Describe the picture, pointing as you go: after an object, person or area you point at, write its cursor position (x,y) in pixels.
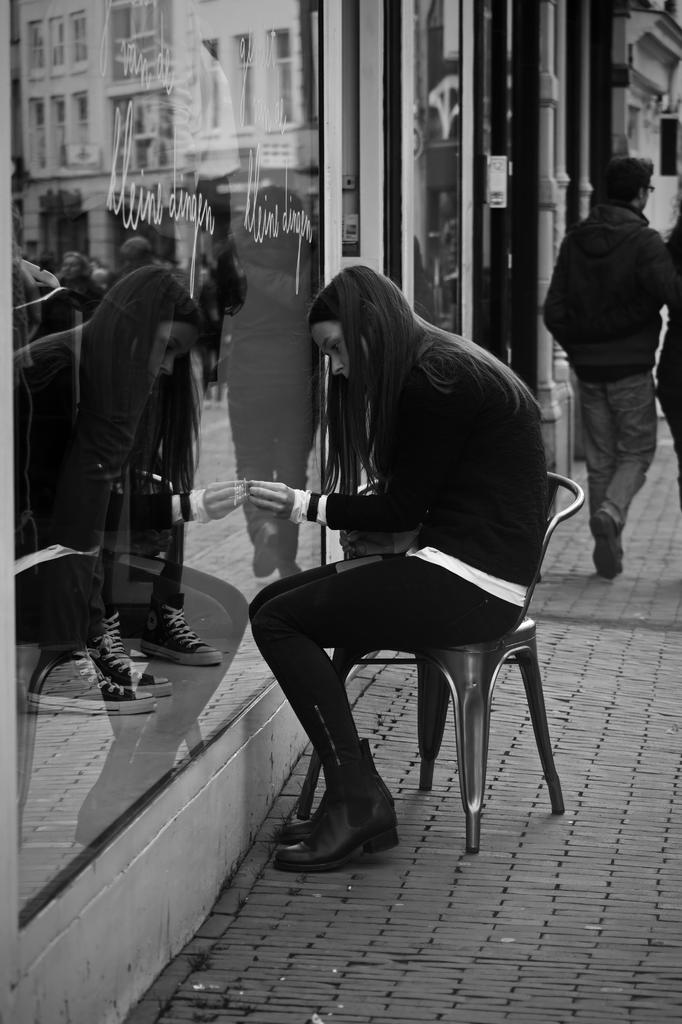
It is a black and white image. In this image we can see a woman (479,559) sitting on the chair (448,662) which is on the path (512,794) and we can also see the woman (436,552) looking at something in her hands (267,500). In the background (568,348) we can see two persons (626,382) walking.
